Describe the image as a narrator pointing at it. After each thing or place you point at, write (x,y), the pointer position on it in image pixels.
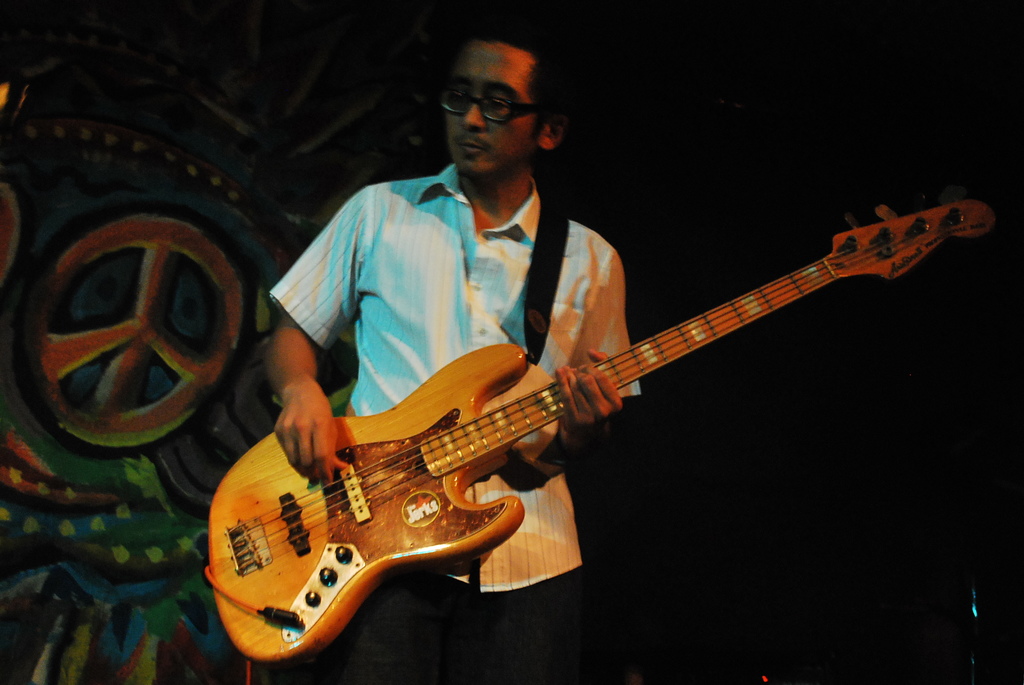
In this picture there is a man (539,567) who is at the center of the image (415,270) by holding the guitar (281,533) in his hand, there is a poster (381,128) at the left side of the image (178,280).
